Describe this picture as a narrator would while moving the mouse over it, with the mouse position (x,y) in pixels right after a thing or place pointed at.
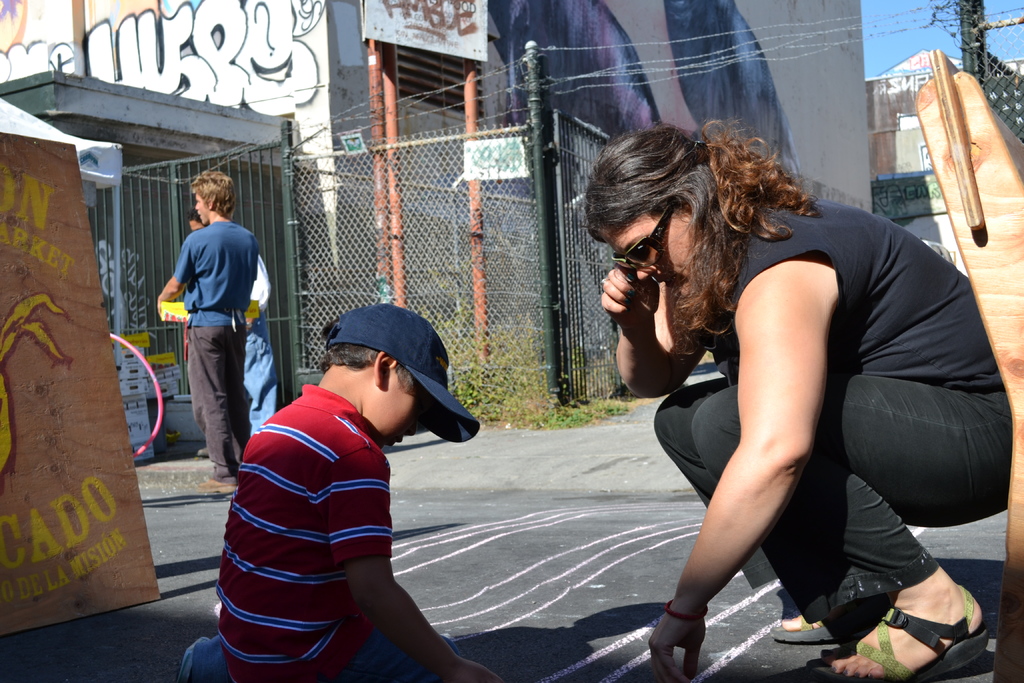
In the center of the image (349,326) we can see persons (333,433) on the road (629,682). In the background (793,112) we can see building (490,44) and sky (884,39).
